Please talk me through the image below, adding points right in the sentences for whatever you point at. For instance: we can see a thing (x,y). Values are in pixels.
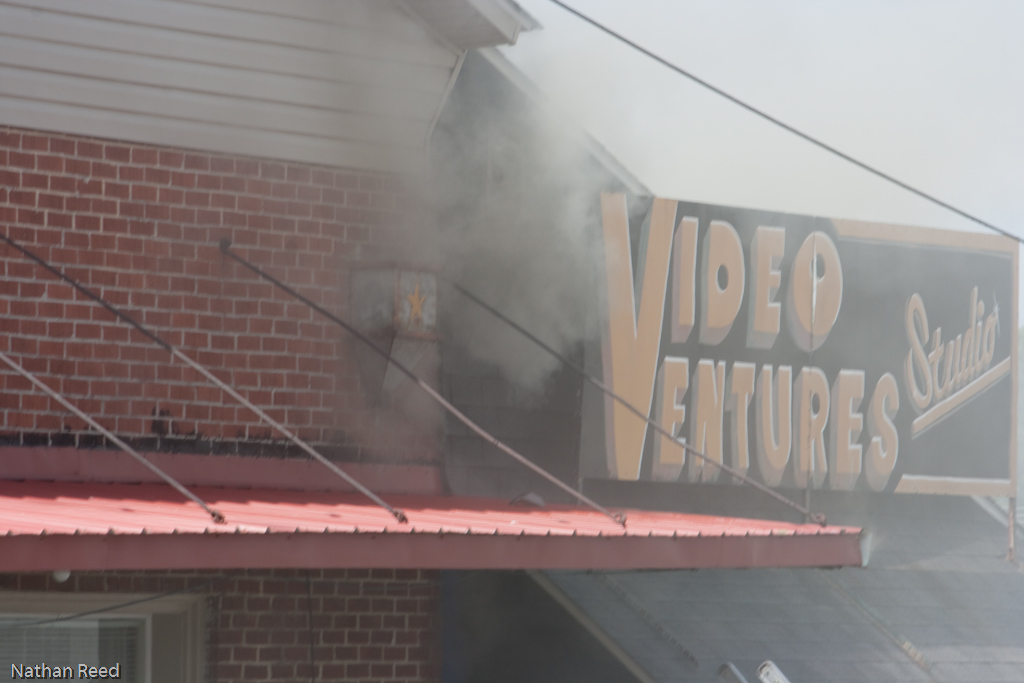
In this image I can see few buildings (411,517), some smoke (498,156) and a board (835,279) which is yellow and black in color. In the background (789,174) I can see the sky (785,100).
